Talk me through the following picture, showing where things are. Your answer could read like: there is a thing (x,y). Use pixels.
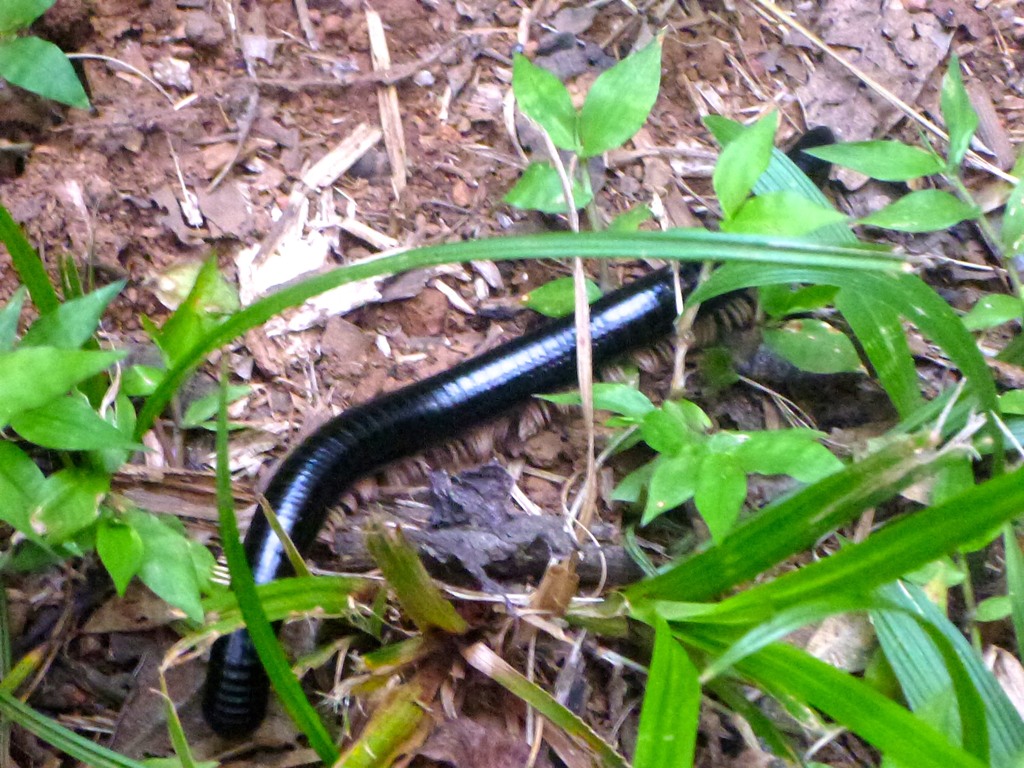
In this picture I can see the plants (92,501), a black color insect (623,297) and few things (237,209) on the ground (696,33).
